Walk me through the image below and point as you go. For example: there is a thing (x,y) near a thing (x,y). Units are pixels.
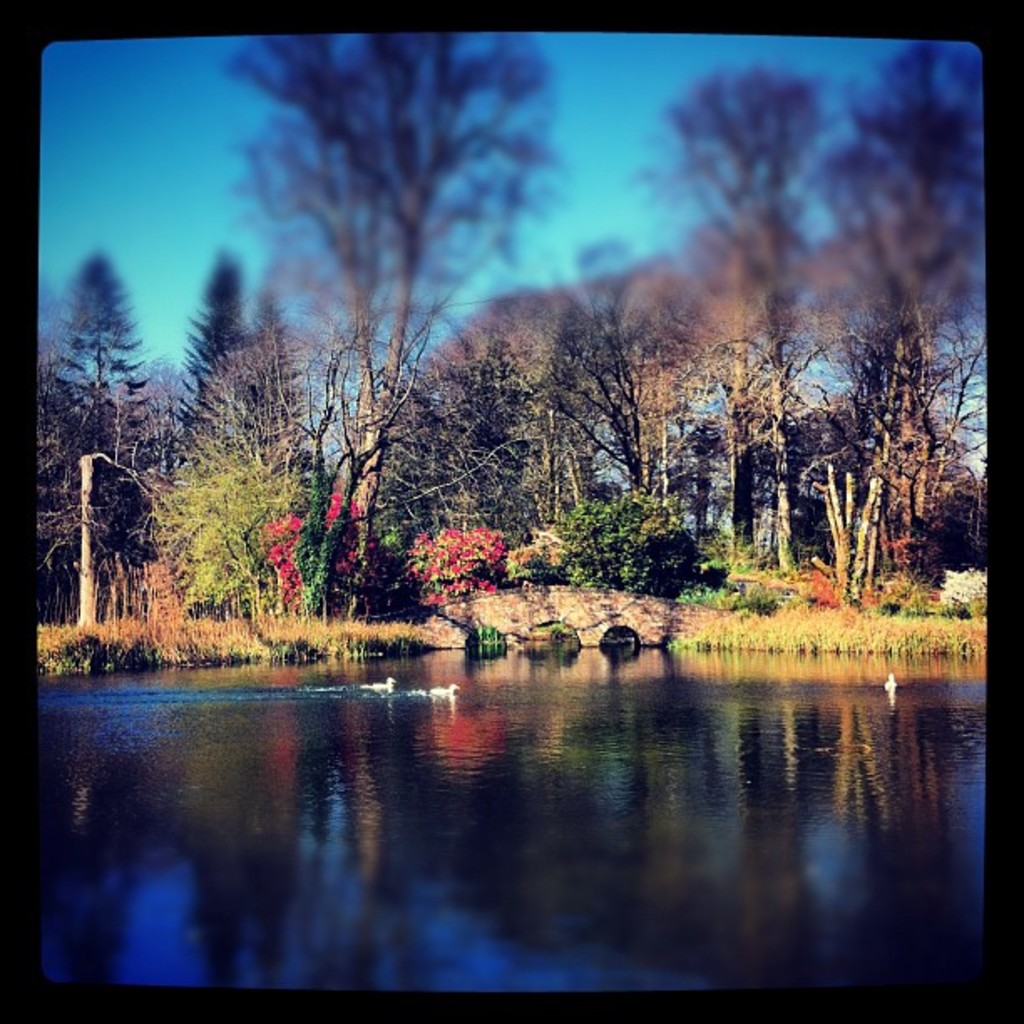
In this picture we can see water (718,789), birds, plants (305,642), grass (351,628), flowers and trees (648,387). In the background of the image (607,209) we can see the sky (556,278).
